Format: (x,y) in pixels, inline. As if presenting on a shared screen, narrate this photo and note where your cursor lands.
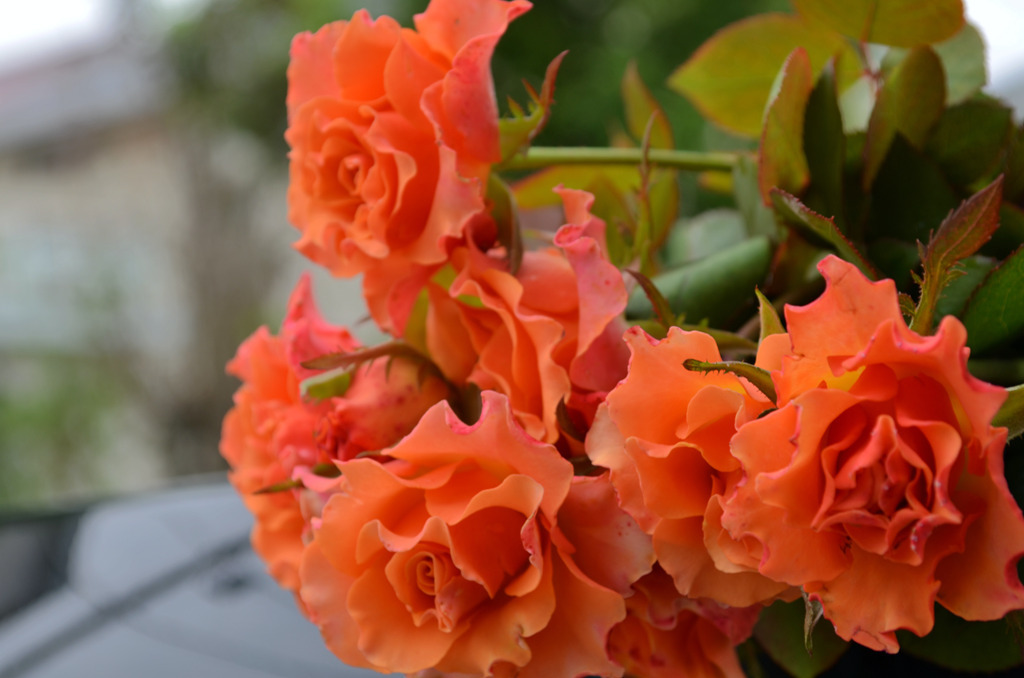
In this picture there are orange color flowers (573,540) on the plant (620,265). At the back (291,236) the image is blurry.
